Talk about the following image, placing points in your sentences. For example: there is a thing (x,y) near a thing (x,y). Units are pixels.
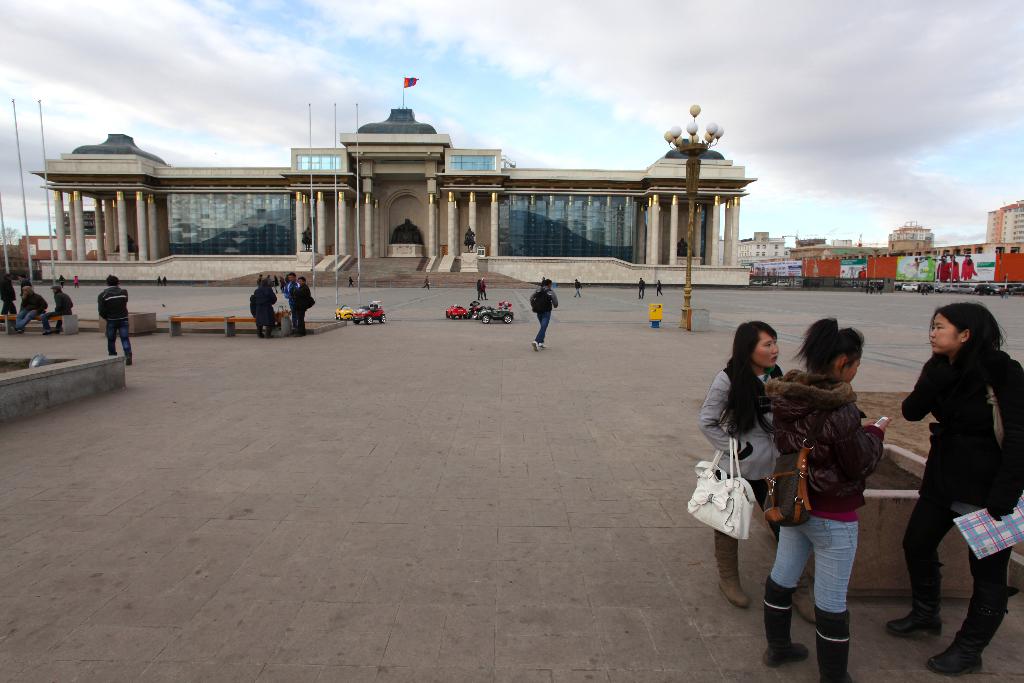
In the image on the right side (836,412), we can see a few people (842,535) are standing and holding some objects (983,524). In the background (788,45), we can see the sky (551,79), clouds (667,128), buildings (642,183), banners (976,256), pillars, poles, benches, vehicles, fences (892,260), one flag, staircase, few people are sitting, few people (114,318) are standing etc.
